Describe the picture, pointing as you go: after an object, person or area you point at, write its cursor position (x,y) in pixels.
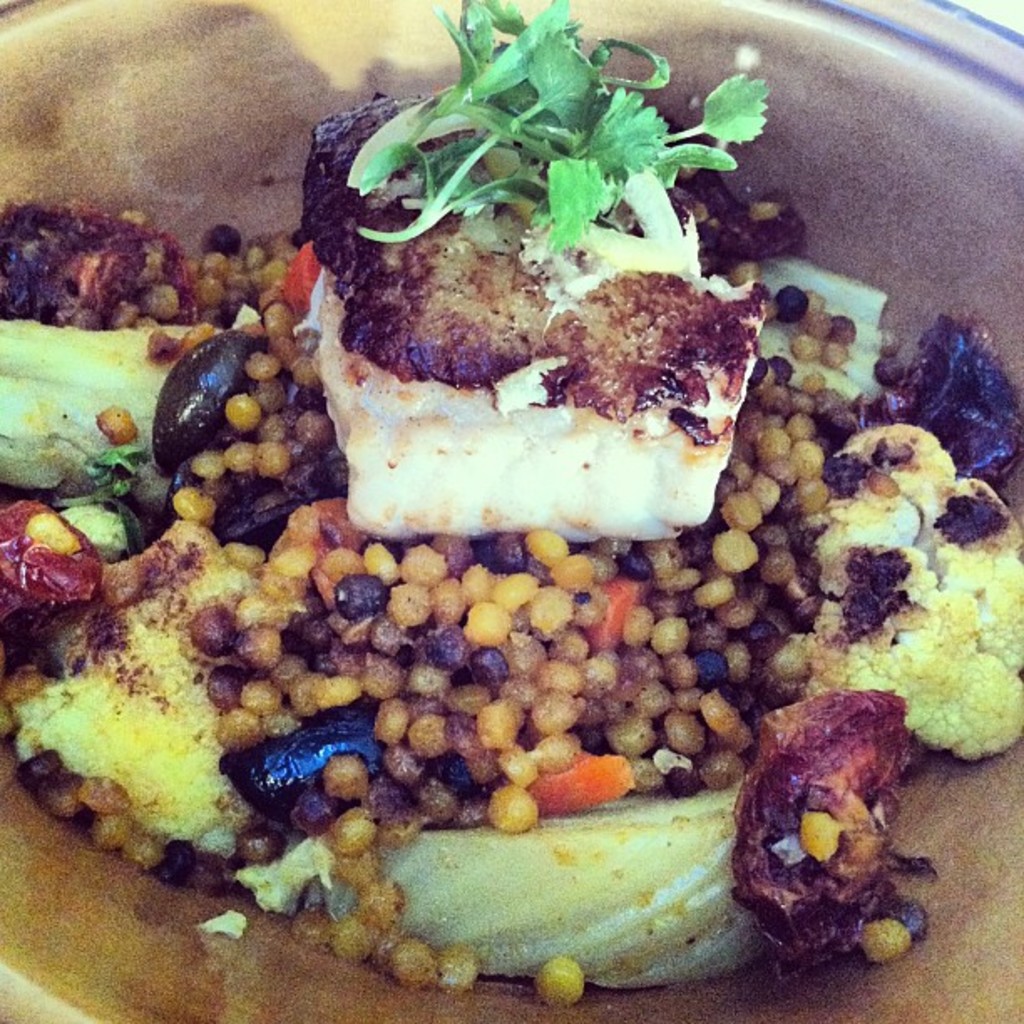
In this image there is a plate (231,953), in that plate (76,54) there is a food item (367,438).
